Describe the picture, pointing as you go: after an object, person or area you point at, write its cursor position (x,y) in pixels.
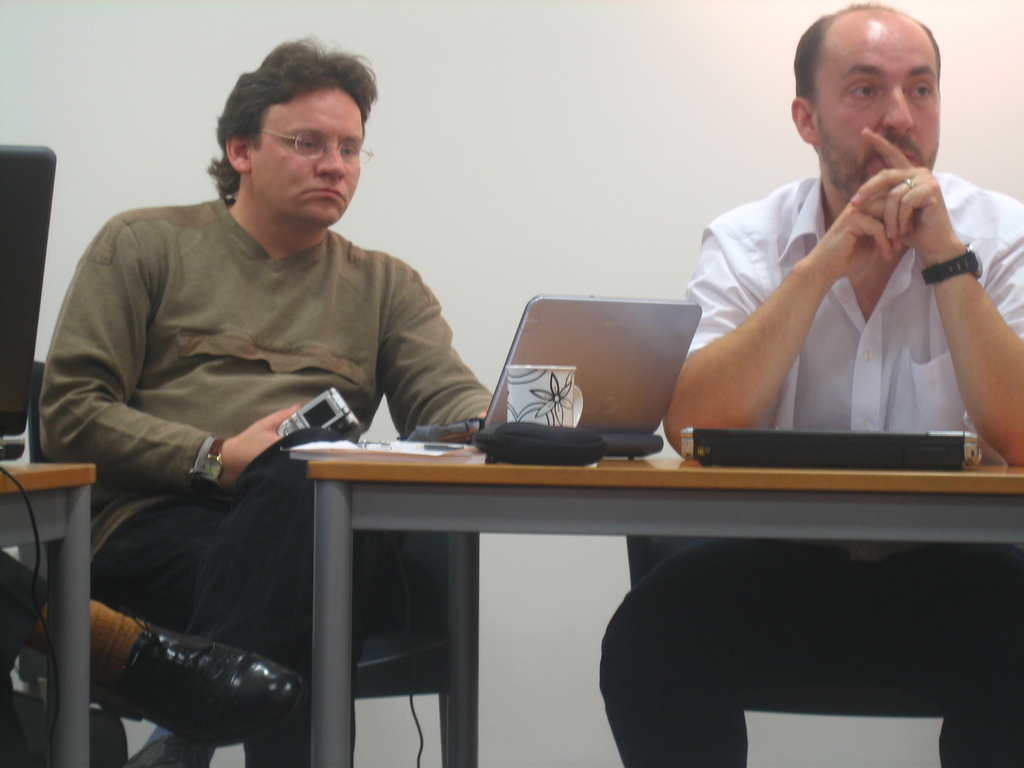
The image is inside the room (775,522). In the image there are two people (449,364) who are sitting in front of a laptop (656,397), on left side (314,367) there is a man (347,369) holding a mobile (311,409) and sitting on chair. In background (578,101) there is a wall (590,98) which is in white color.
